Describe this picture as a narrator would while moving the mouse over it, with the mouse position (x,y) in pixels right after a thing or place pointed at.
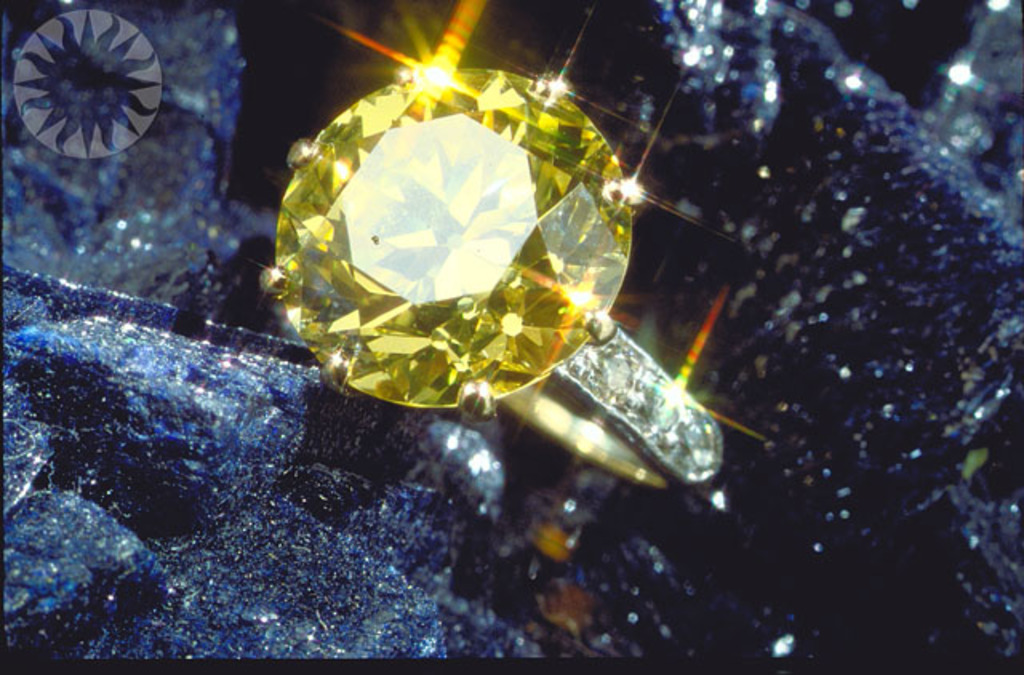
The picture consists of a diamond ring (396,316), on a rock (232,111). The diamond (417,207) is yellow color.
